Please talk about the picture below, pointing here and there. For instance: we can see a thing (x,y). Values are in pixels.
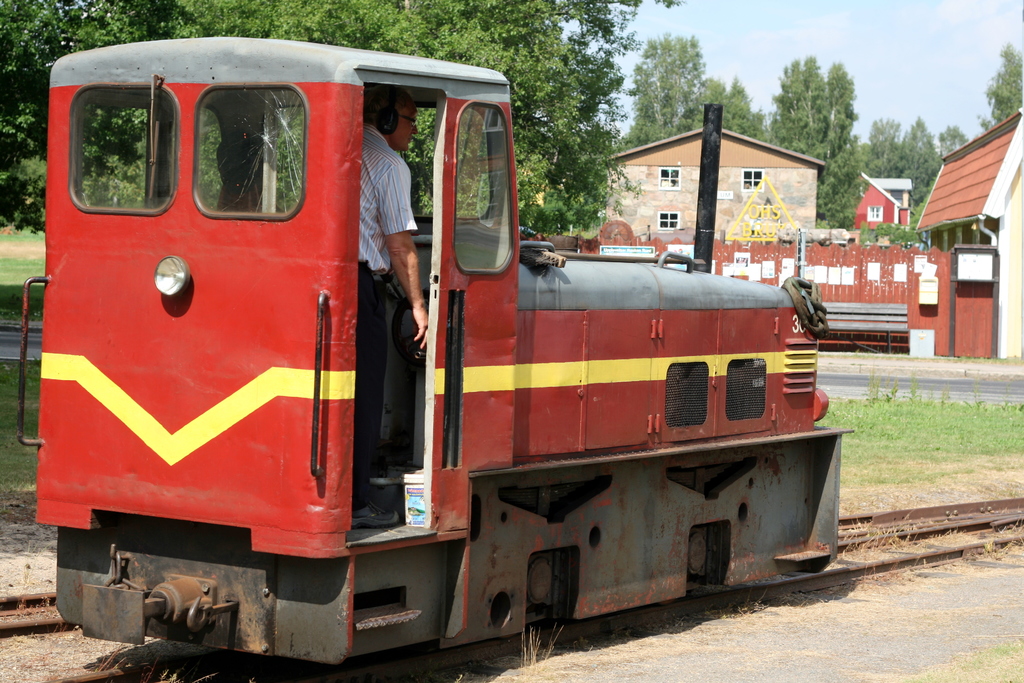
In this image I can see a train engine (604,425) which is maroon, yellow and grey in color on the railway track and I can see a person (406,112) is standing in it. In the background (416,151) I can see few trees (619,79) which are green in color, few buildings (963,169), the ground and the sky (877,72).
